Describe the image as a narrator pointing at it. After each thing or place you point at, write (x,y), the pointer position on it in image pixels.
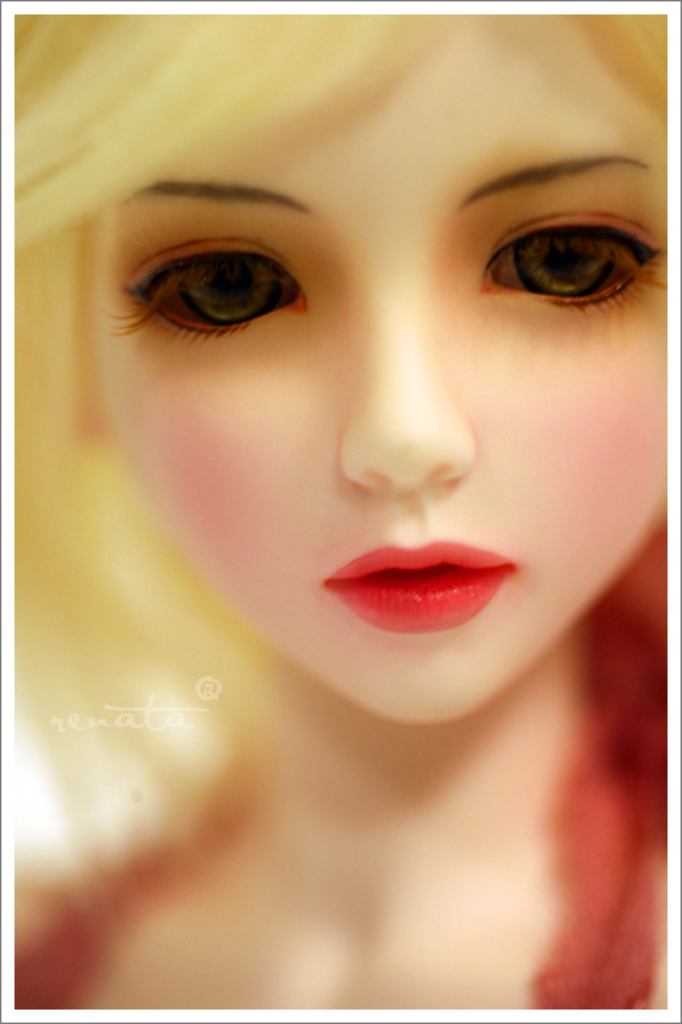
Here we can see a doll face (519,398). Left side of the image (191,728) there is a watermark (174,709).
